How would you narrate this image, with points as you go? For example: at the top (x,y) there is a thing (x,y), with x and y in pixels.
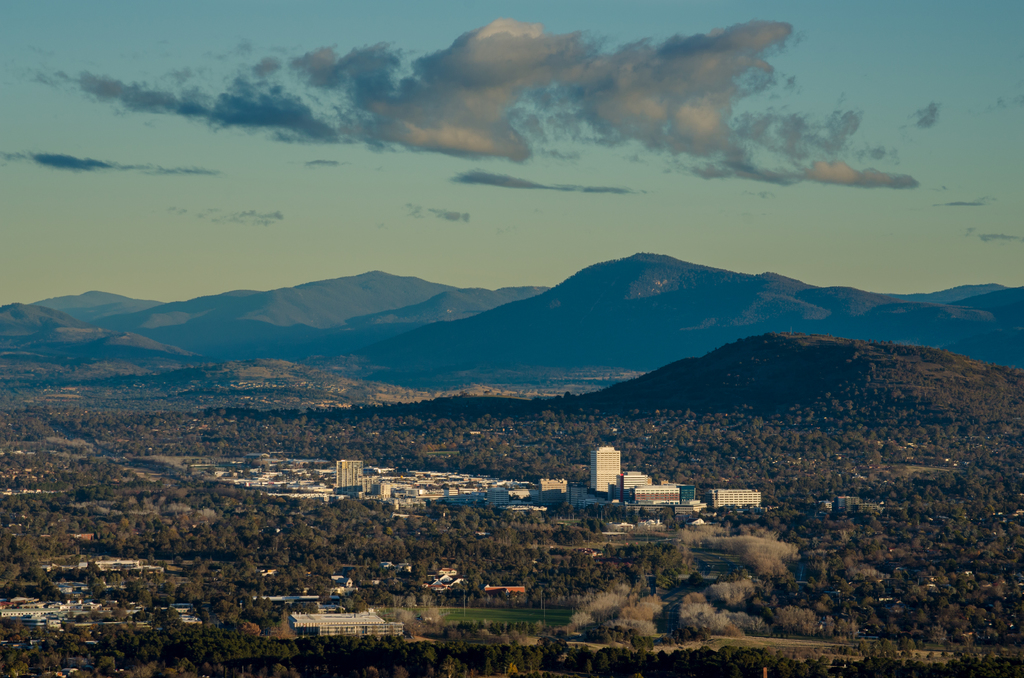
In this image we can see many hills (717,348). There are many trees (687,415) in the image. There are many houses (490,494) and buildings (479,484) in the image. There is a blue and a slightly cloudy sky (519,219) in the image. There is a grassy land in the image.
